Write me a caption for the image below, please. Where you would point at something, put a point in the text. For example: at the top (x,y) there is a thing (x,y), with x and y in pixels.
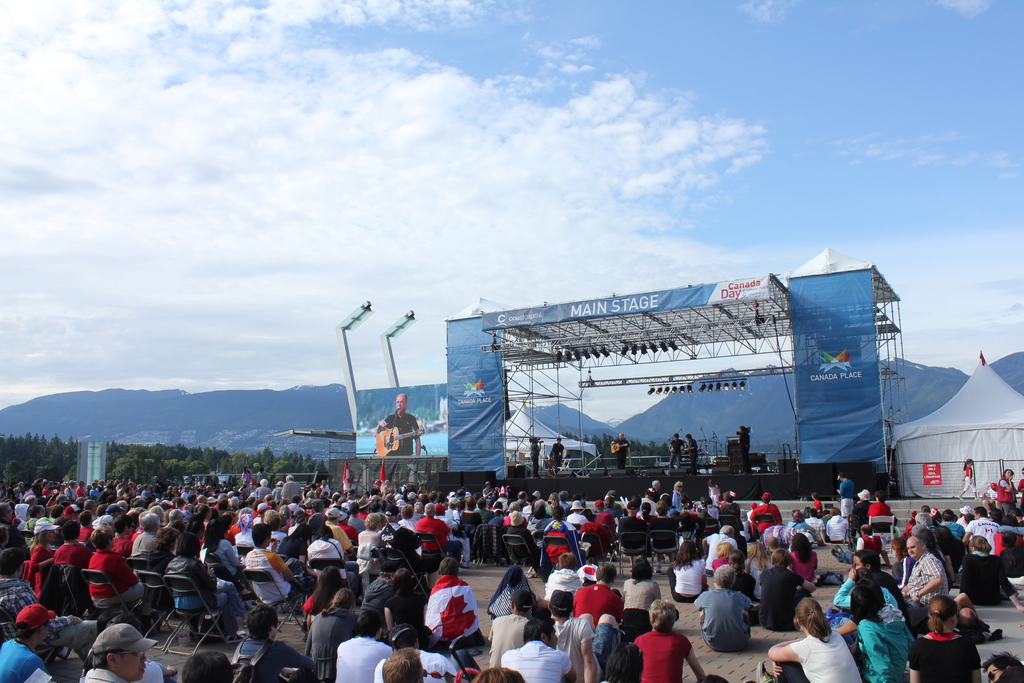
In this image I can see group of people (385,555) among them some are sitting on chairs (244,543) and some are sitting on the ground (620,582). In the background (528,359) I can see a stage (606,466). On the stage (664,434) I can see people (624,460), banners (500,431), stage lights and other objects (559,369). I can also see mountains (283,429), trees (635,452), a tent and the sky (438,258).
